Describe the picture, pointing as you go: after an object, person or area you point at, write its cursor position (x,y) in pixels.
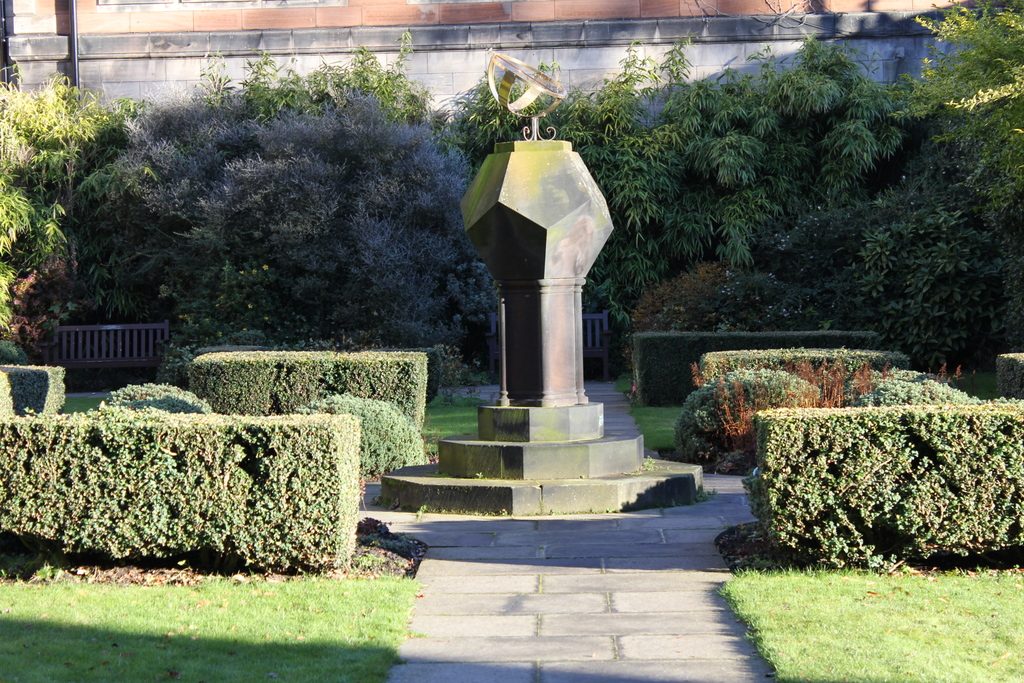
In this picture we can see some plants (248,430), trees (146,216) and one pole (520,178). it looks like a park (620,432).
